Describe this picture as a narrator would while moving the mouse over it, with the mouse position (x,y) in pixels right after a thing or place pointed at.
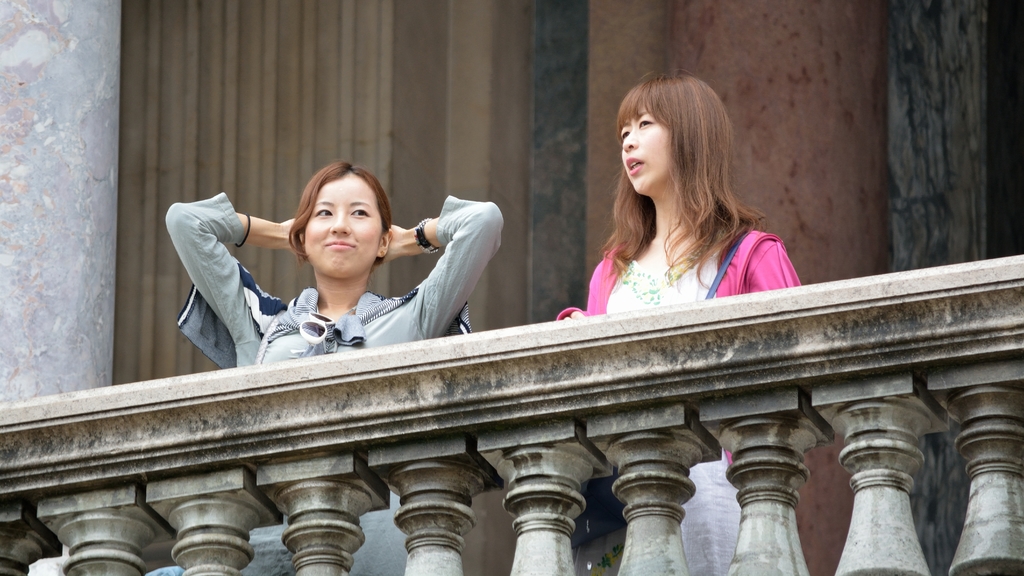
In this picture there is a woman (650,257) who is wearing pink jacket (770,264) and white dress (670,276). Beside her there is another woman (375,549) who is wearing grey dress (292,315). Both of them are standing near to the concrete fencing (416,468). In the back (458,178) i can see the door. On the left (70,207) there is a pillar (48,59).
